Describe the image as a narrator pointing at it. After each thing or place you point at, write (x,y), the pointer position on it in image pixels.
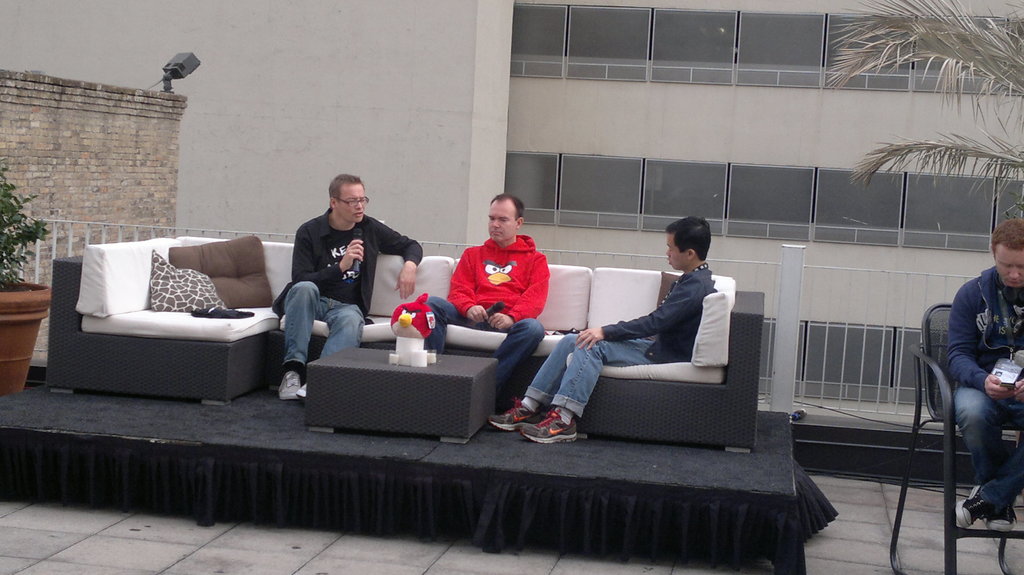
In the image we can see there are three people (511,295) who are sitting on sofa (105,271) and on the other side there is a man (1013,397) who is sitting on chair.
